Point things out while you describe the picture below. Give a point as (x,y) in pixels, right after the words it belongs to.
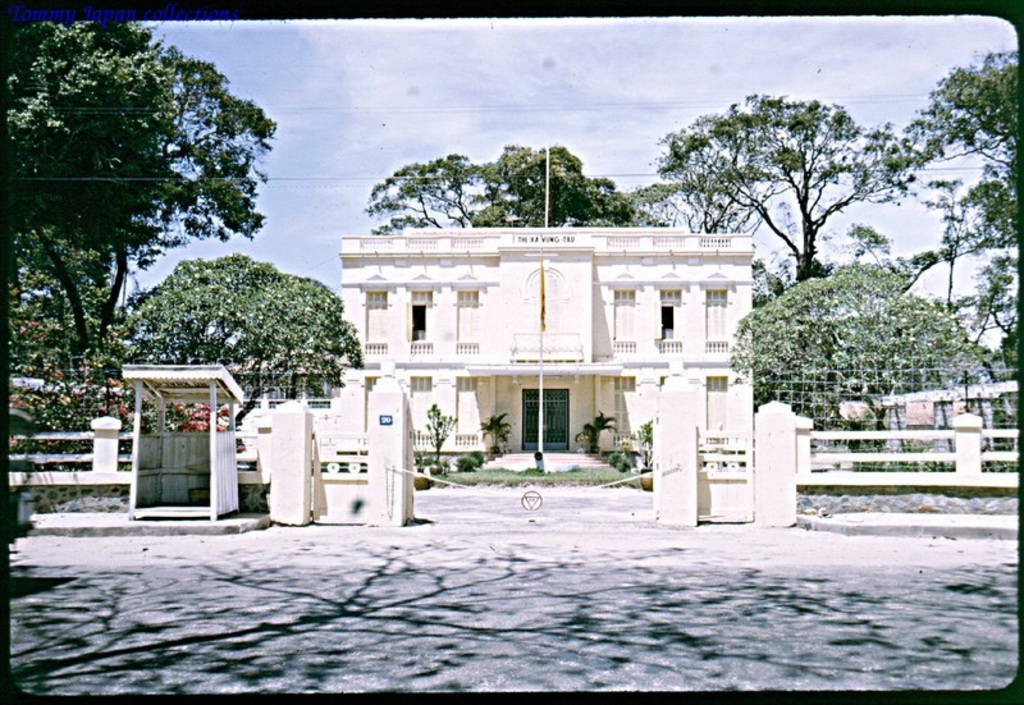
In this image, there is an outside view. There is a building (553,339) in the middle of the image (501,375). There are some trees (168,289) on the left (58,380) and on the right side of the image (853,263). There is a sky (532,102) at the top of the image (429,116).
